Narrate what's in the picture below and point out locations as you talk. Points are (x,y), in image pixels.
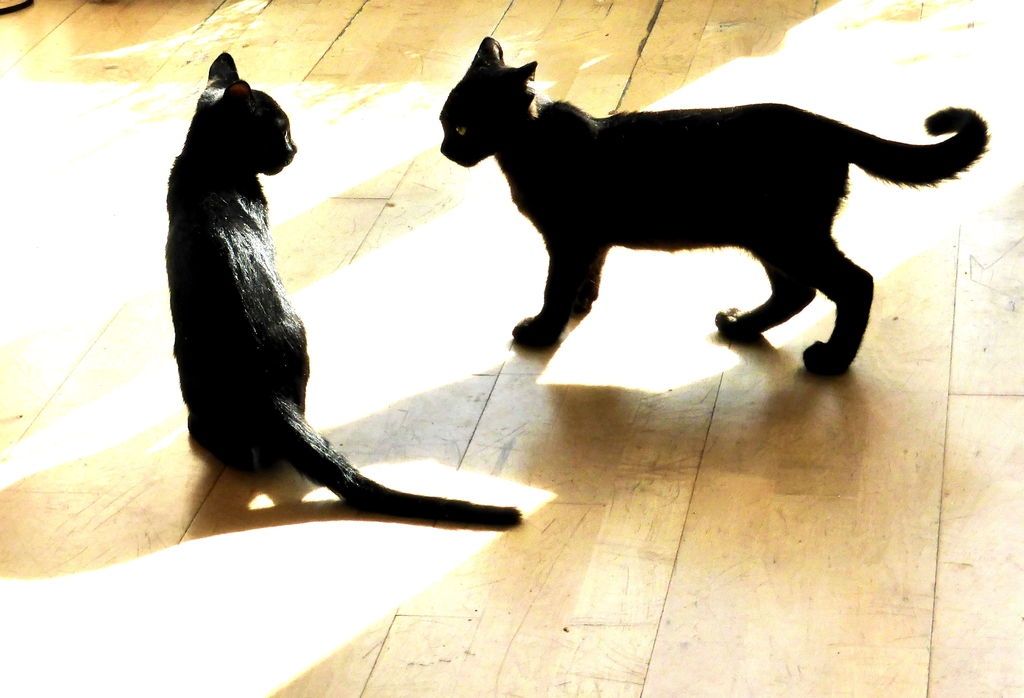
In this image, we can see two black cats (776,298) on the wooden floor (674,611). Here we can see a cat (231,313) is sitting. The other one is standing.
